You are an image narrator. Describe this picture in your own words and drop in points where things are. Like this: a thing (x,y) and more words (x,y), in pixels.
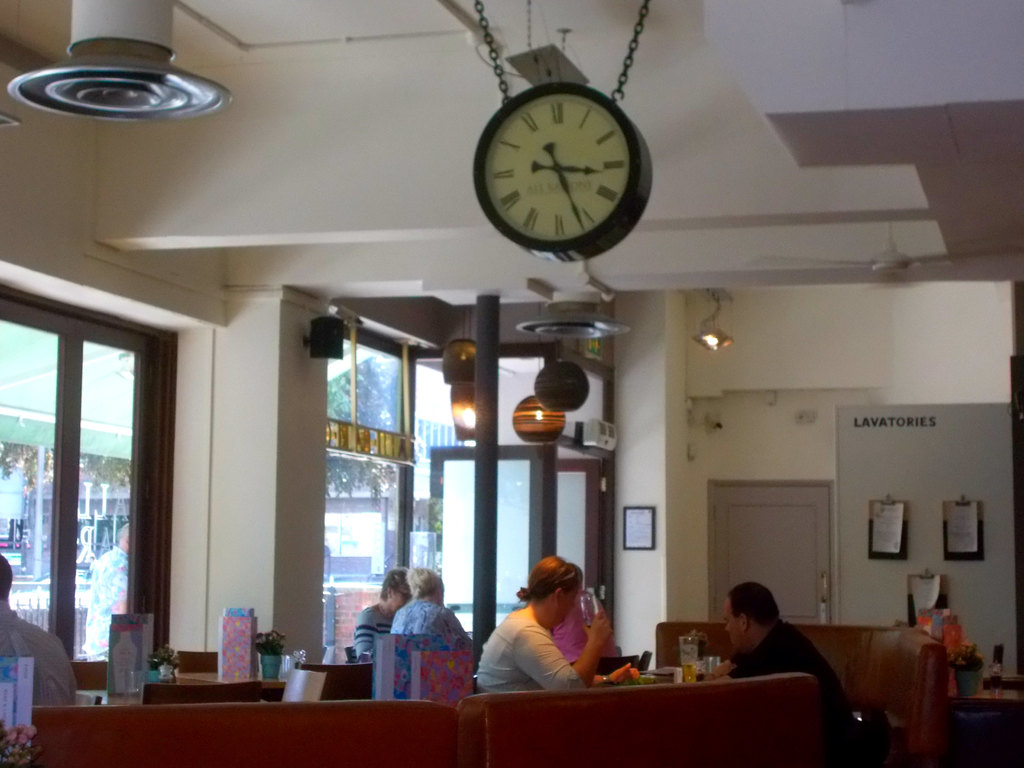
These persons (488,649) are sitting on the chair (569,694) and this person (527,628) holding glass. We can see tables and chairs (325,671), on the table (271,685) we can see things (240,643). On the background (969,380) we can see wall (635,426), clock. On the top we can see lights (561,403).
